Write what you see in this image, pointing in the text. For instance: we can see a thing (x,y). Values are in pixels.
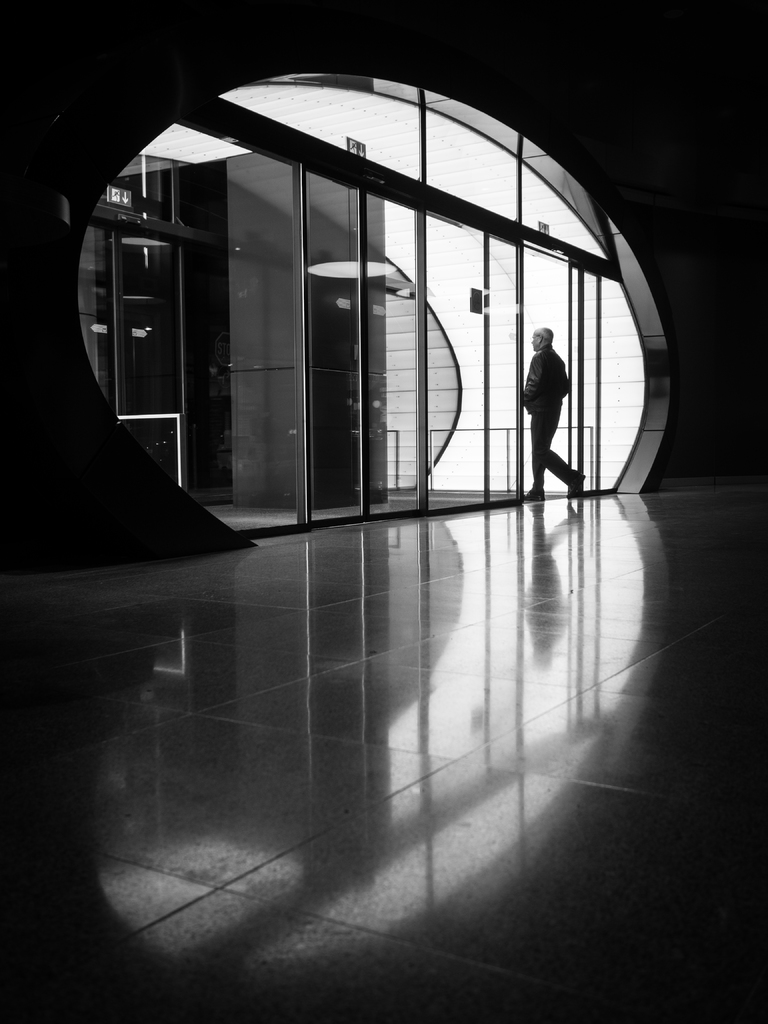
In this picture I can see the floor (389,626) on which there is a person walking and I can see the doors (448,393) and I see that this picture is a bit in dark.
